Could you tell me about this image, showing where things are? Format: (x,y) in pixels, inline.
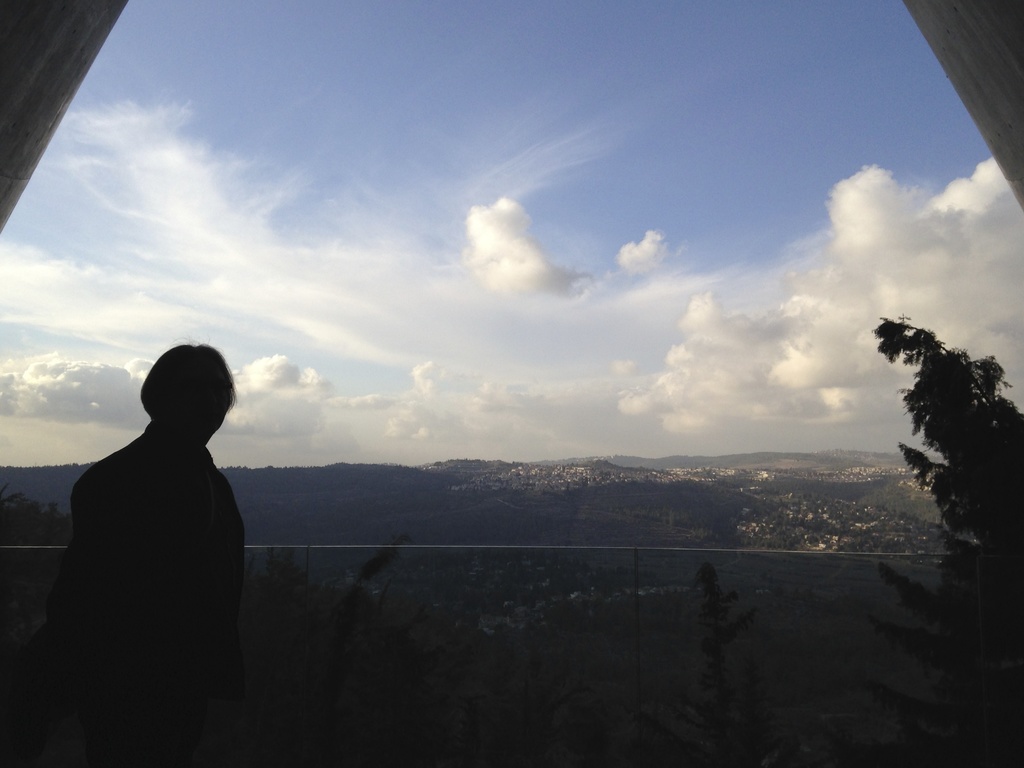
In this image person (120,671) is standing at the balcony (422,682). At the background (627,508) there are buildings (792,515), trees (926,401) and sky (361,160).
